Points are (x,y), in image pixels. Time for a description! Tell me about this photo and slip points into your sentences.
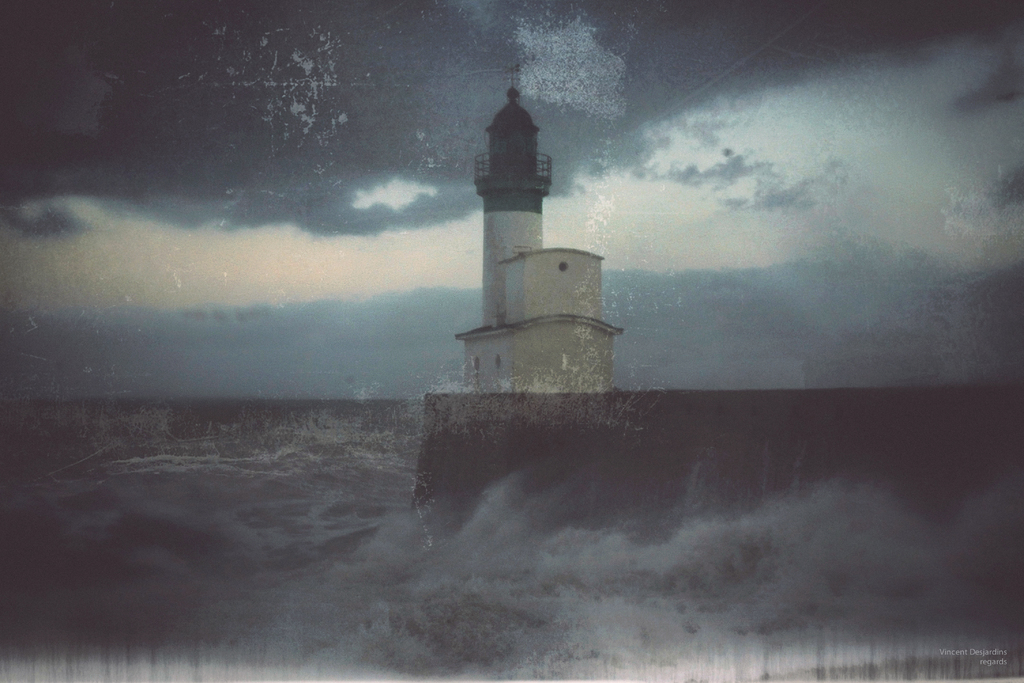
This is an edited image. At the bottom (322,577), I can see the water (243,580). It seems to be an ocean (409,479). In the middle of the image (529,304) there is a tower (513,302). At top of the image (411,166) I can see the sky (731,177) and clouds (429,85).
